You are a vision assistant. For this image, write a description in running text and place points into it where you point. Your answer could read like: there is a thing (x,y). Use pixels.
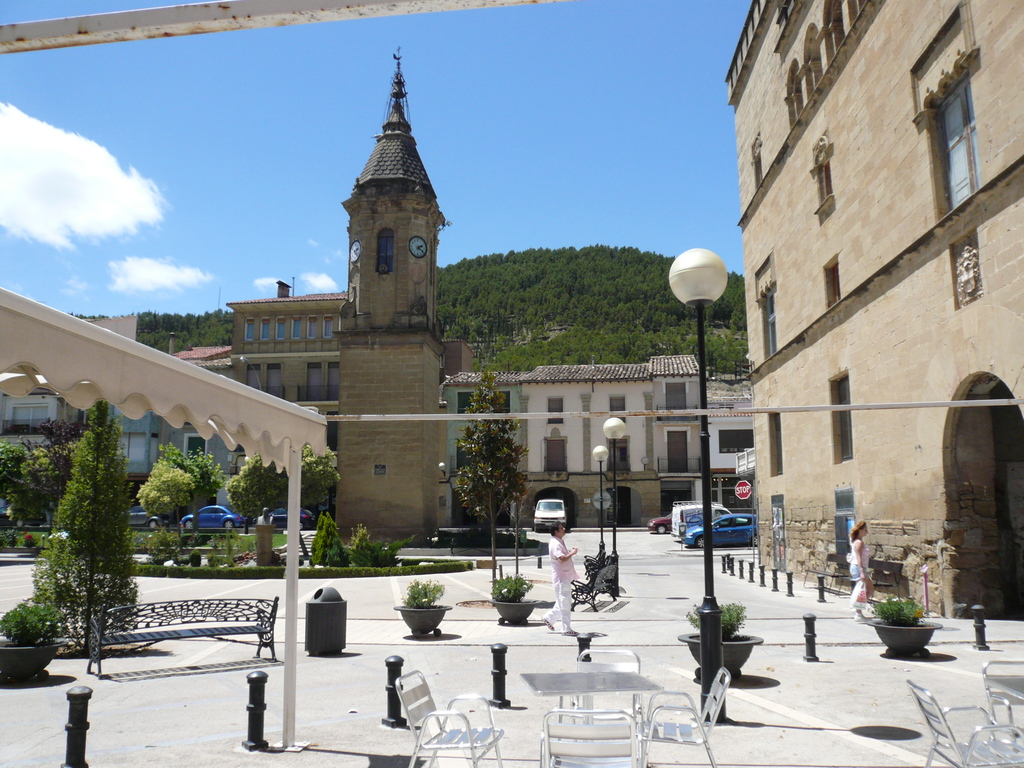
On the right side (861,77) there is a building (860,319) with windows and arch (956,465). Near to that there is a lady (852,560). Also there are small poles (811,634), pots (749,652) with plants (434,597), tables (595,673), chairs (690,742), street light poles (707,521). In the background (138,480) there are trees (510,314), buildings (428,395) and sky (240,206) with clouds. Also there are vehicles (698,509).
